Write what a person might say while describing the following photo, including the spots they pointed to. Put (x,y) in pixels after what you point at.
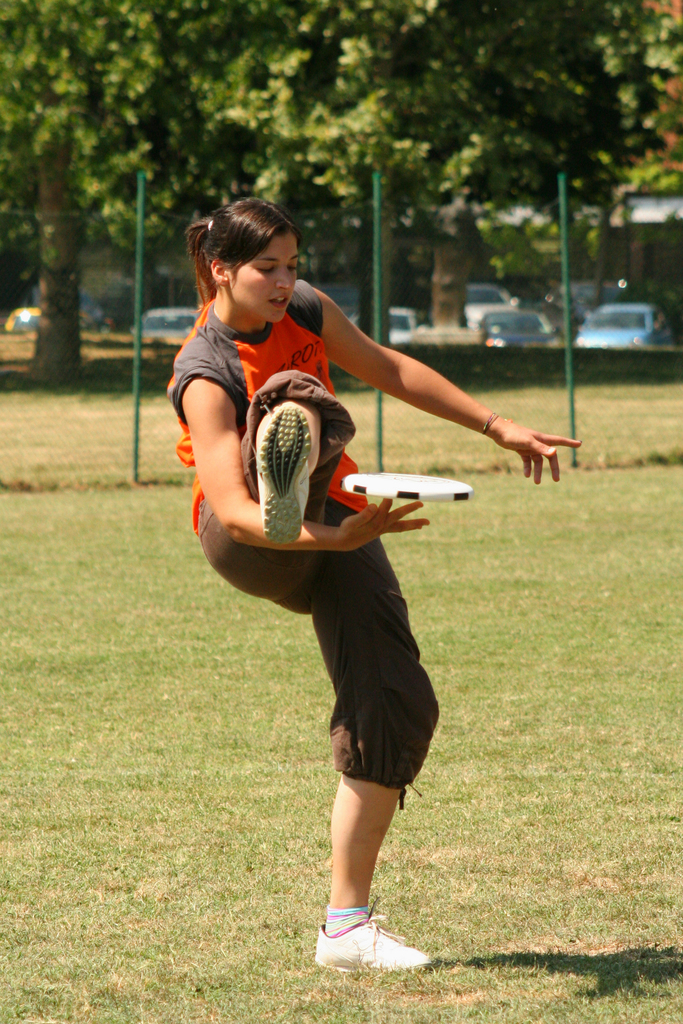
This picture is clicked outside. In the center (344,357) there is a person (253,365) wearing t-shirt (295,343), holding a Frisbee (410,489), standing on the grass (392,851) and lifting her one leg (288,437) in the air. In the background (146,25) we can see the trees (416,79), cars (340,291), metal rods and some other objects (635,268).
